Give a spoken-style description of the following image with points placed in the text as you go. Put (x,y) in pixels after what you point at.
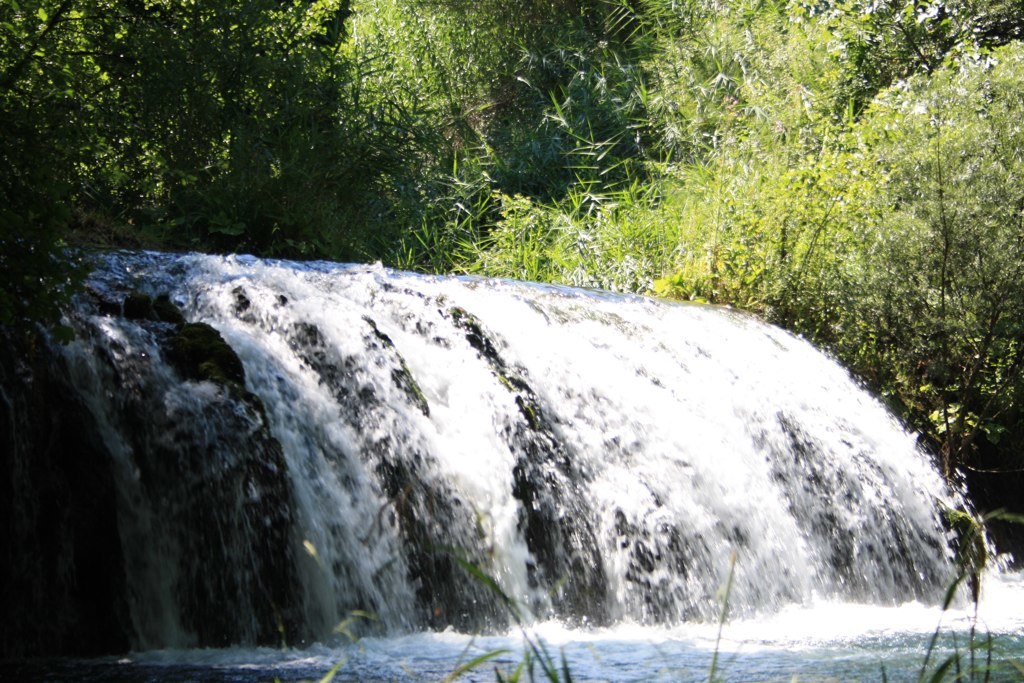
In this image, we can see the waterfall (755,574). There are a few trees (1009,323). We can also see some leaves (953,660).
